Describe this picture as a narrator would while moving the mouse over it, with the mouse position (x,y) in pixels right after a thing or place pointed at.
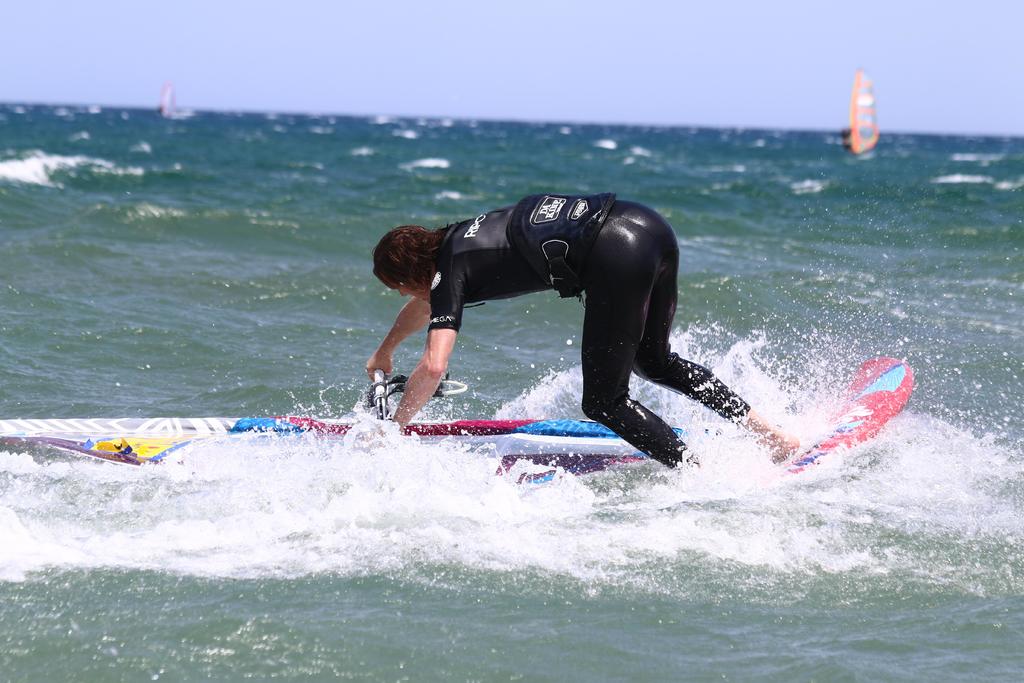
In the image we can see a person (547,243) wearing clothes (505,281) and the person (448,327) is riding on the water (445,480) with the help of the surfboard (518,442). Here we can see the sea (189,239) and the sky (352,65).
